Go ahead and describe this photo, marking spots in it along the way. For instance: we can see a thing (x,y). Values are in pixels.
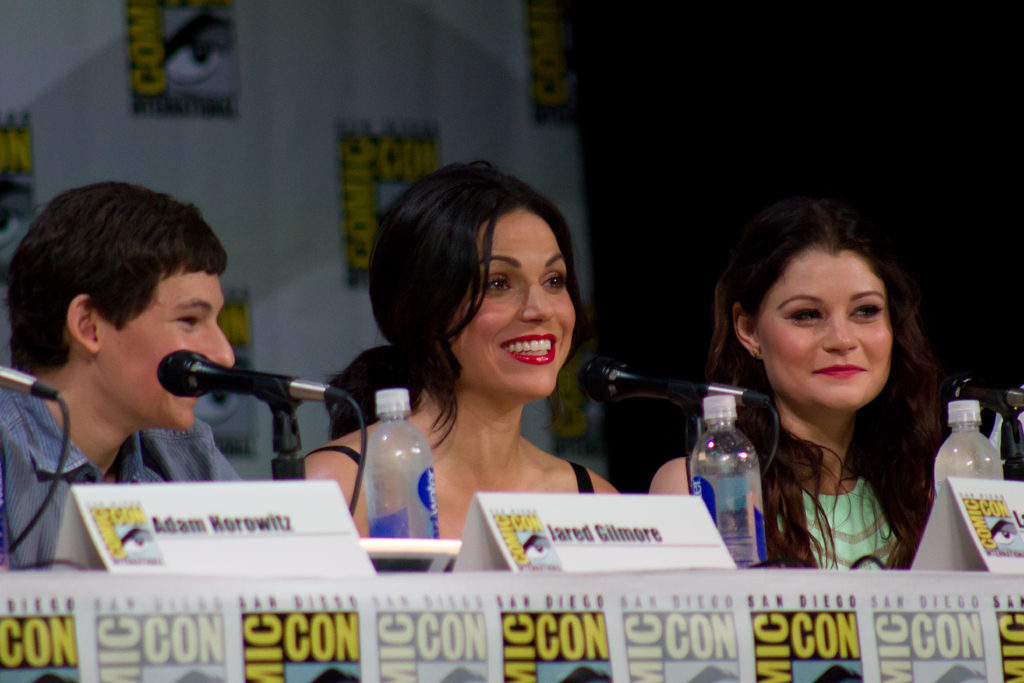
In this picture we see two woman (790,238) and one man (42,409) with a smile on their faces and we see a microphone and water bottles (699,483) on the table (958,599).
